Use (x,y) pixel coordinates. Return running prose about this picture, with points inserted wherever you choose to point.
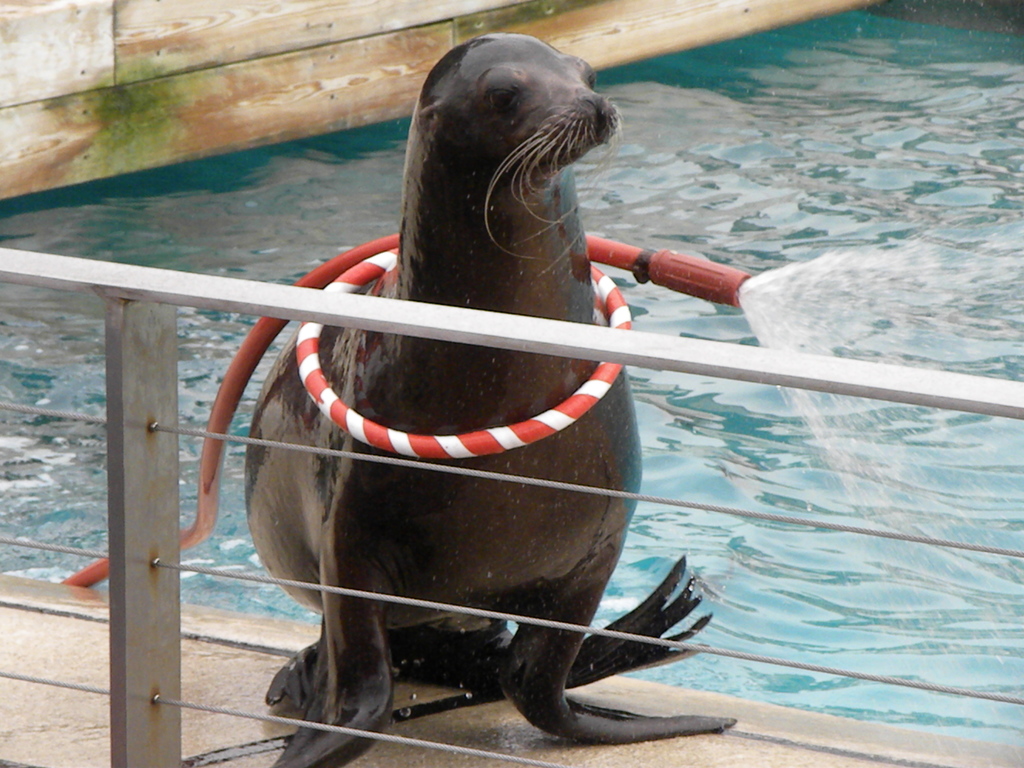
In the center of the image (388,508) there is a fence (579,490) and seal (542,502), which is in black color. And we can see one red and white color pipe (359,425) around seal neck (544,388). In the background (222,96) there is a wall (701,6) and water (742,201).
